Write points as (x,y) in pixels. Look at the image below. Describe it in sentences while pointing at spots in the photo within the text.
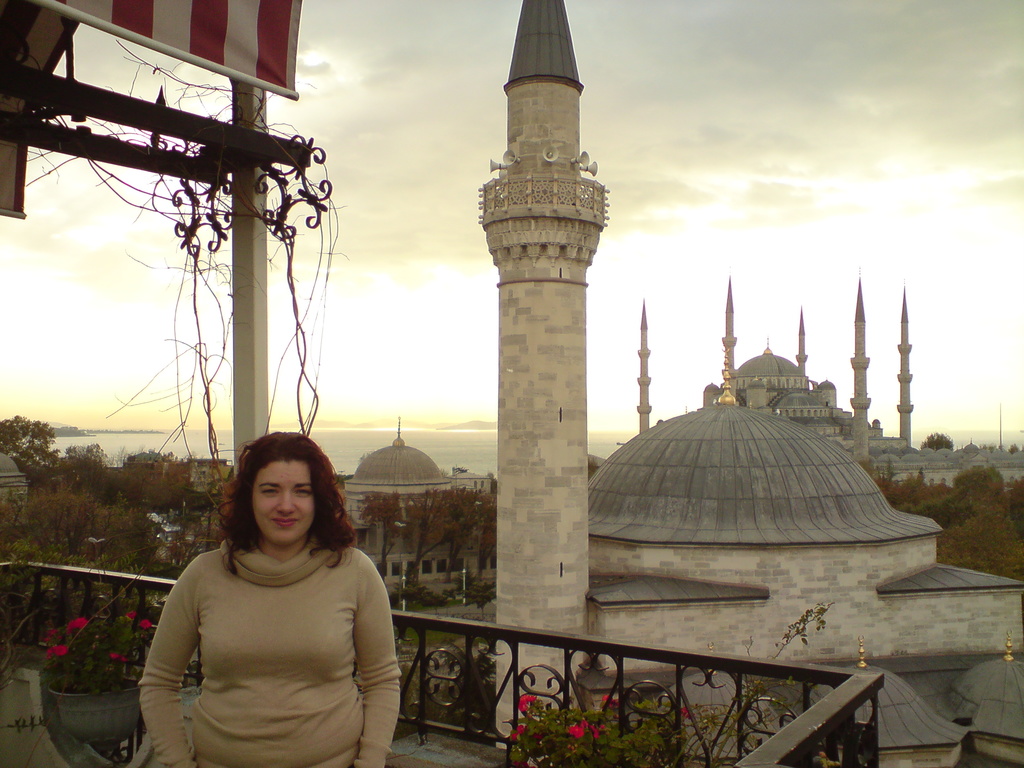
In this image we can see a lady (211,662). Near to her there are flowering plants (95,690). Also there is a pot (106,696) and there is a railing (96,569). In the back (547,600) there are buildings (529,456) with pillars (543,375). Also there are megaphones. And there are trees (958,558) and sky (698,205) with clouds (397,222). Also there is water (431,445).
